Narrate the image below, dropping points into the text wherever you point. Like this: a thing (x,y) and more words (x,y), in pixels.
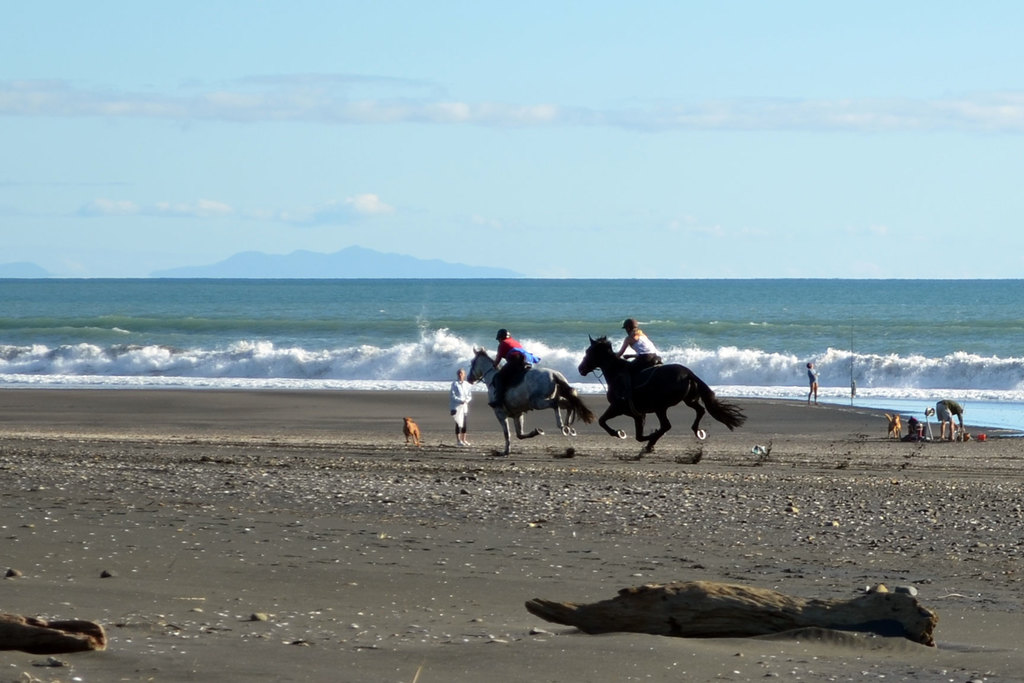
Here 2 persons (533,355) are riding the horses (492,375), this is water (276,334), at the top (499,84) it's a sunny sky (501,130).
